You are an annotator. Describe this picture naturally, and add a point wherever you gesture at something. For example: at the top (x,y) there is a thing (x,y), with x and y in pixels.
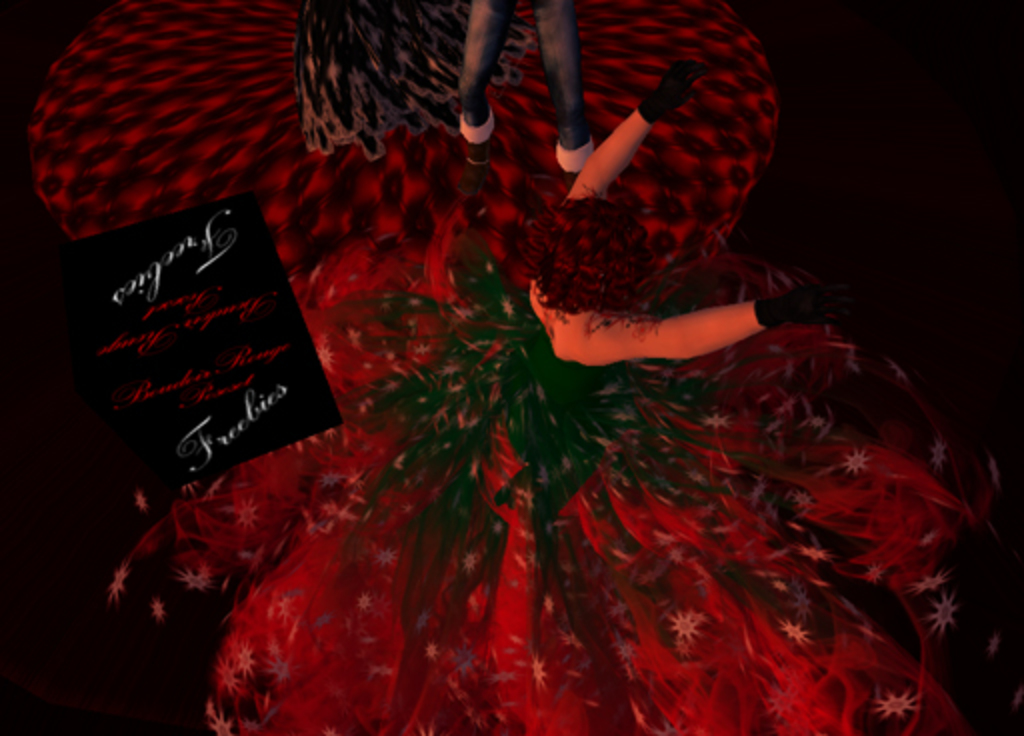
This is a anime image, there is a persons (469,83) standing in the back (534,63) on the floor (228,105).
